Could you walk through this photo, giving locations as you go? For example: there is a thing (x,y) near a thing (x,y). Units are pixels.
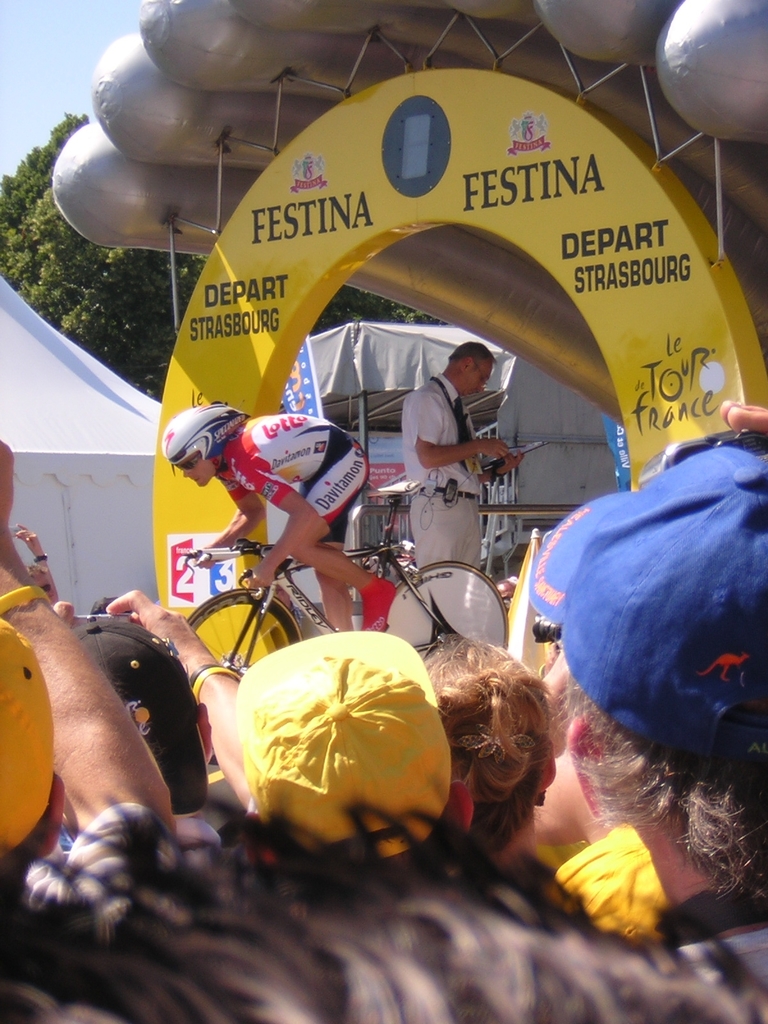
In this picture there is a person (387,587) riding bicycle (301,597) and there are few audience (404,853) beside him and there are some other objects (361,291) in the background (314,267).
